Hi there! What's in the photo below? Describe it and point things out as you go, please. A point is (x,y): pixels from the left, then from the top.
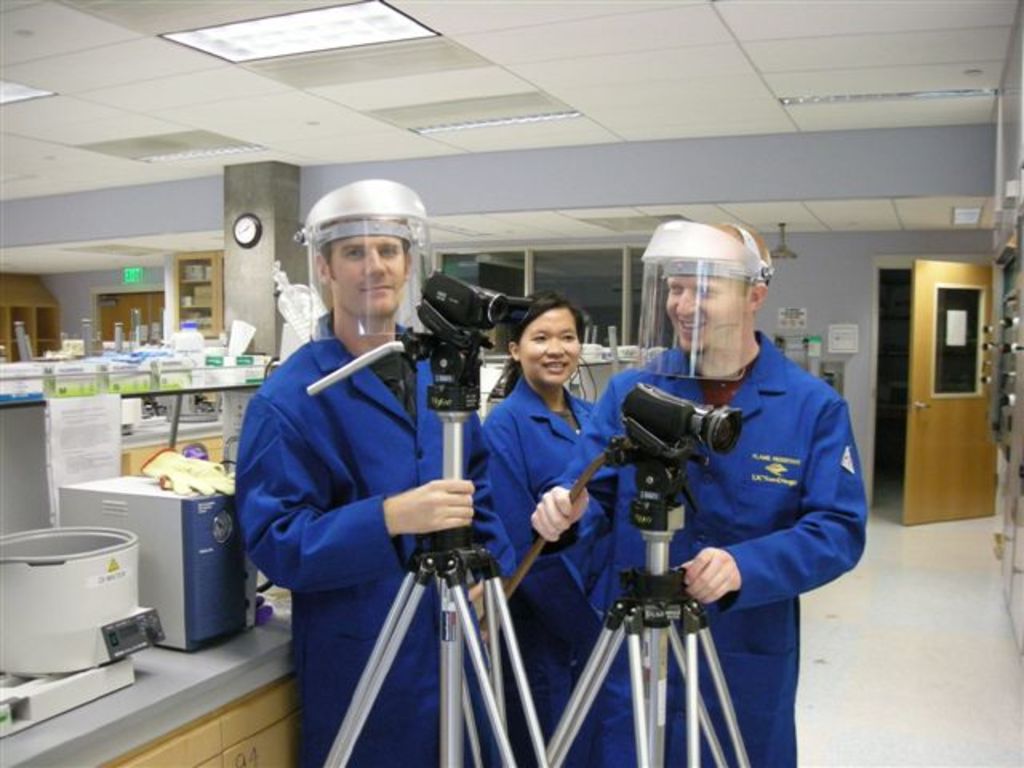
In the image we two men (438,443) and a woman (510,399) standing, they are wearing the same clothes (523,426) and two of them are wearing helmets (678,320). Here we can see video cameras (658,433), floor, gloves (177,473) and the door (959,397). Here we can see the clock (246,218), wall (807,274), lights (306,25) and the roof (507,33). We can even see there are many electronic devices (155,547) kept on the desk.
